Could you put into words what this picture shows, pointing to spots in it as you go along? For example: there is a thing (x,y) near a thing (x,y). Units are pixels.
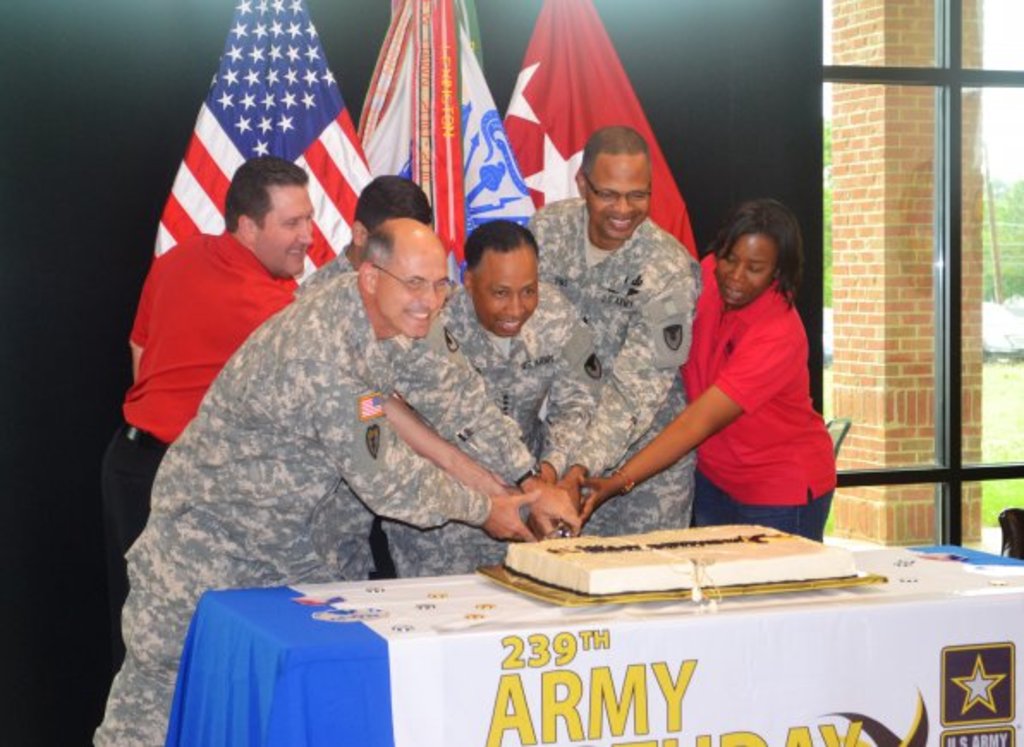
In the picture I can see five men (568,521) and a woman (786,272). They are cutting a cake (644,575) and there is a smile on their face (729,282). I can see the table (558,614) which is covered with design cloth (511,621). I can see the glass window (1019,257) and the brick pillar (861,209) on the right side (896,218). In the background (468,165), I can see the flag poles (577,74). I can see the trees (1001,248) and vehicles (998,320) on the right side (997,305).
